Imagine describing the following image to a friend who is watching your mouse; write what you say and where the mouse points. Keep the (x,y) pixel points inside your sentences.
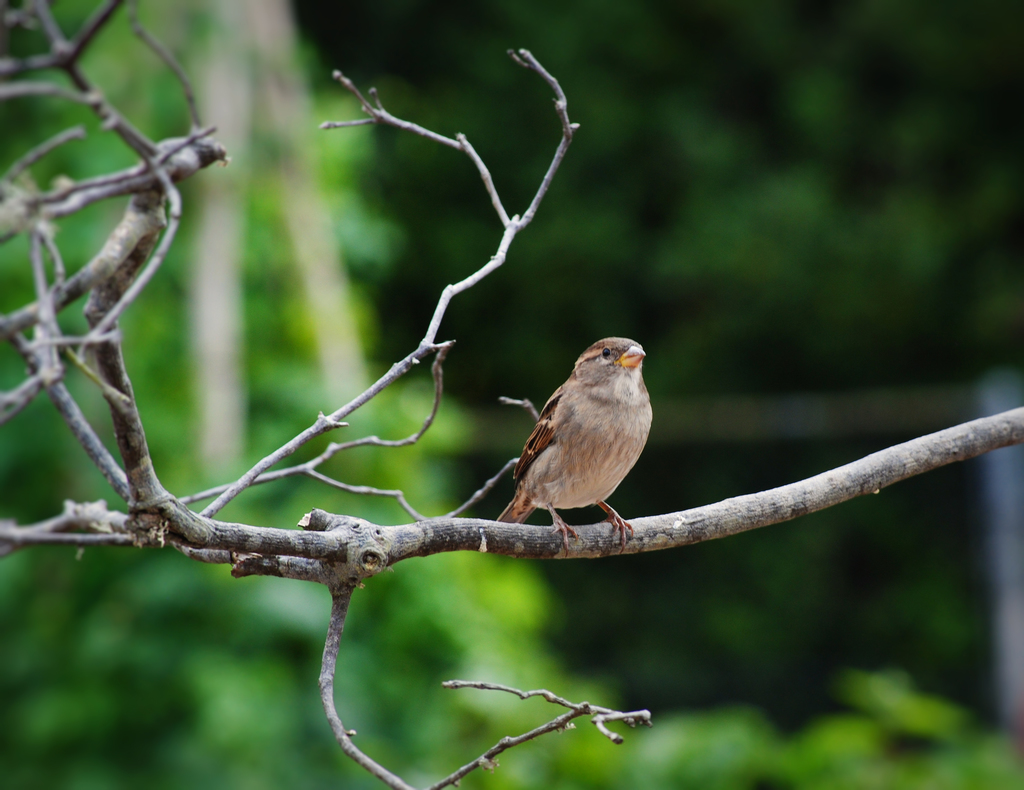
In this picture there is a bird (580,468) in the center of the image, on a branch (916,471) and there are trees (602,308) in the background area of the image (985,268).
